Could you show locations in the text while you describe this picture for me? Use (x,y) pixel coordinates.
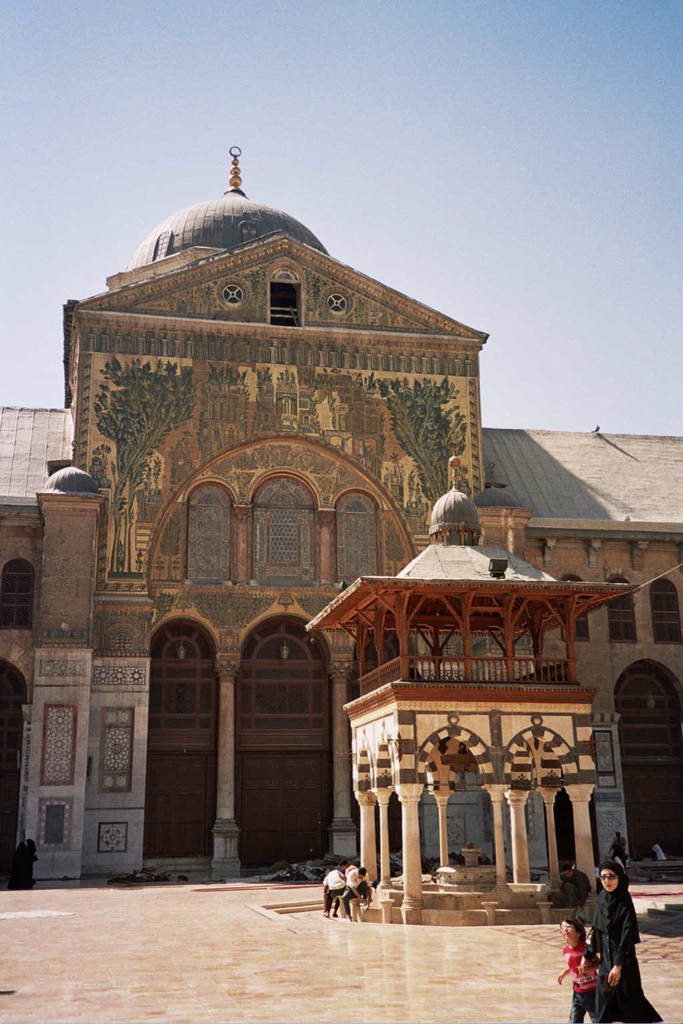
In this image at the bottom (609,943) we can see two persons (599,944) and there are few persons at the gazebo (461,753). In the background (611,833) there is a building (290,846), doors (13,820), windows (253,570), designs (53,820) on the walls (94,667), roof (260,233) and sky (250,98).
